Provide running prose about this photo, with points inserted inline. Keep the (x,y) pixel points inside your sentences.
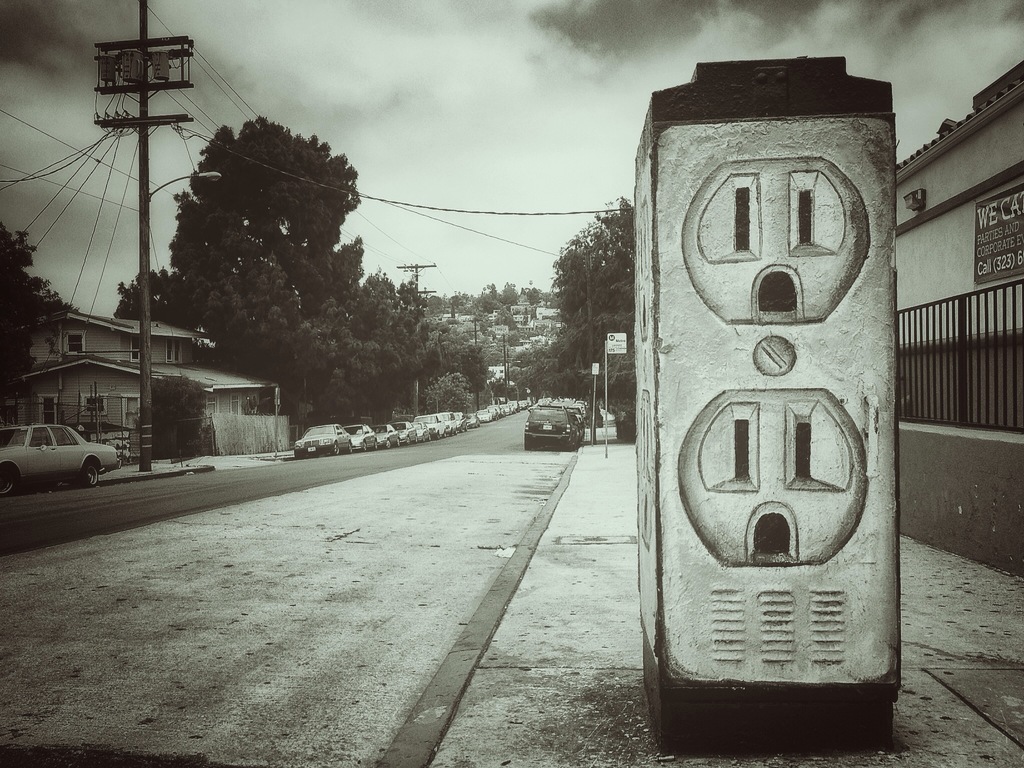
This is a black and white image. In this image we can see motor vehicles (479,414) on the road (347,638), sign boards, electric poles (145,239), electric cables (154,250), street lights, buildings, trees (216,246) and sky (331,49) with clouds (543,130).
